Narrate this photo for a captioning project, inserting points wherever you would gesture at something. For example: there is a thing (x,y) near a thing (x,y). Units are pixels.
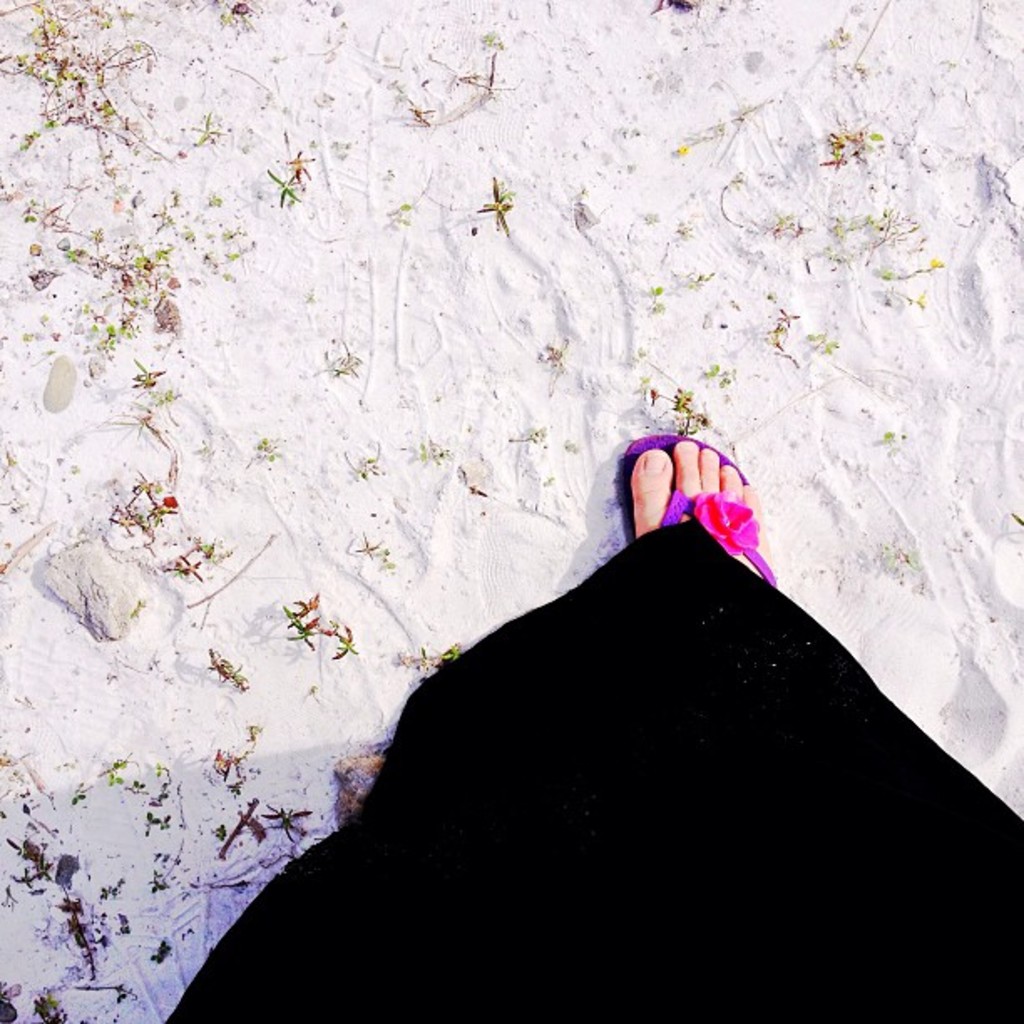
In this picture we can see footwear (674,459) and a foot (727,491) of a person (665,568). We can see a few things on the ground (514,233).
